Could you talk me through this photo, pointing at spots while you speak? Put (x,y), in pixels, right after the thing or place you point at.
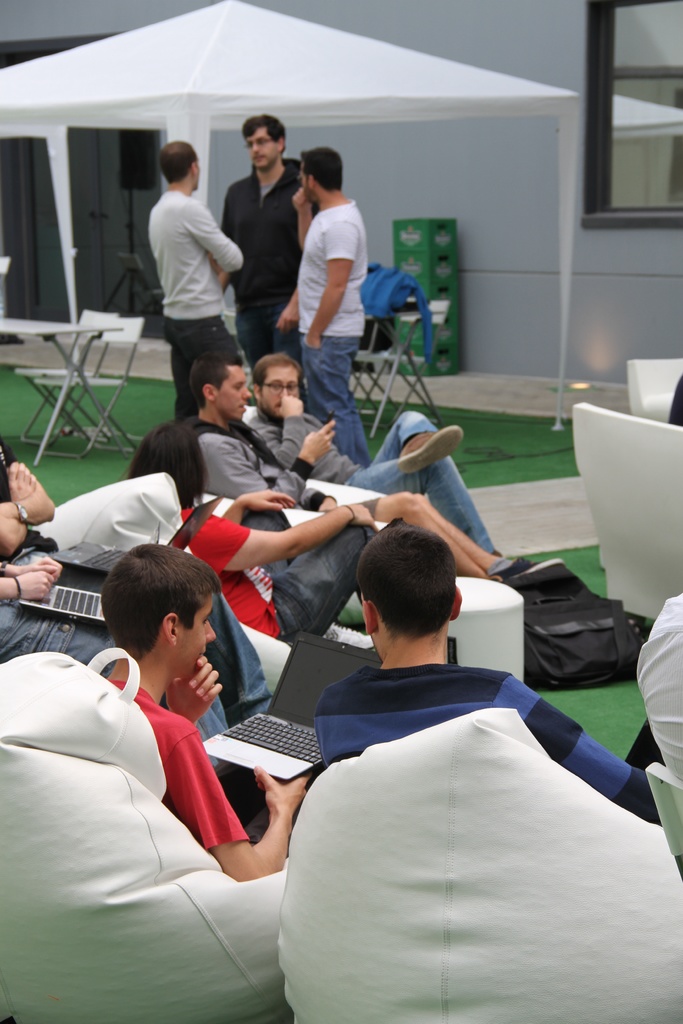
In this picture we can see some boys (349,699) sitting on the white bean bag (398,824) and holding the laptop (298,732) in the hand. Behind we can see three men (264,216) standing and discussing. In the background (196,96) we can see white canopy shed (196,96) and grey wall (411,129).
